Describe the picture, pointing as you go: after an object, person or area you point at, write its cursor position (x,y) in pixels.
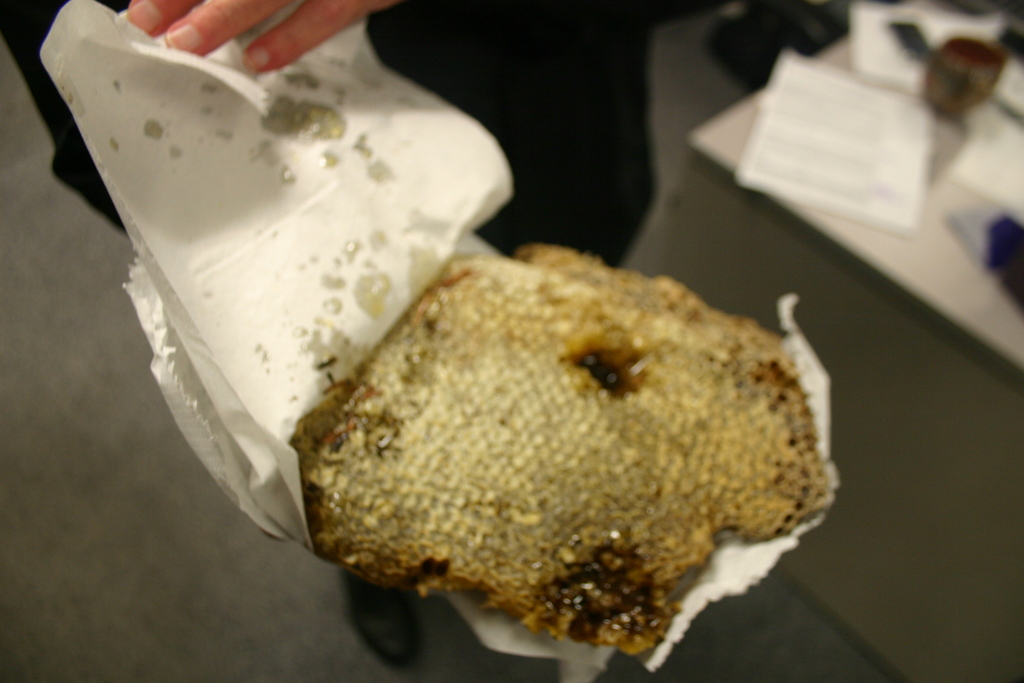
In this image there is a man (522,118) standing, he is holding tissue papers (357,338), there is honey nectar (603,365) on the tissue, there is a table (902,404) towards the right of the image (908,408), there are papers (861,140) and other objects (970,87) on the table (945,240).
